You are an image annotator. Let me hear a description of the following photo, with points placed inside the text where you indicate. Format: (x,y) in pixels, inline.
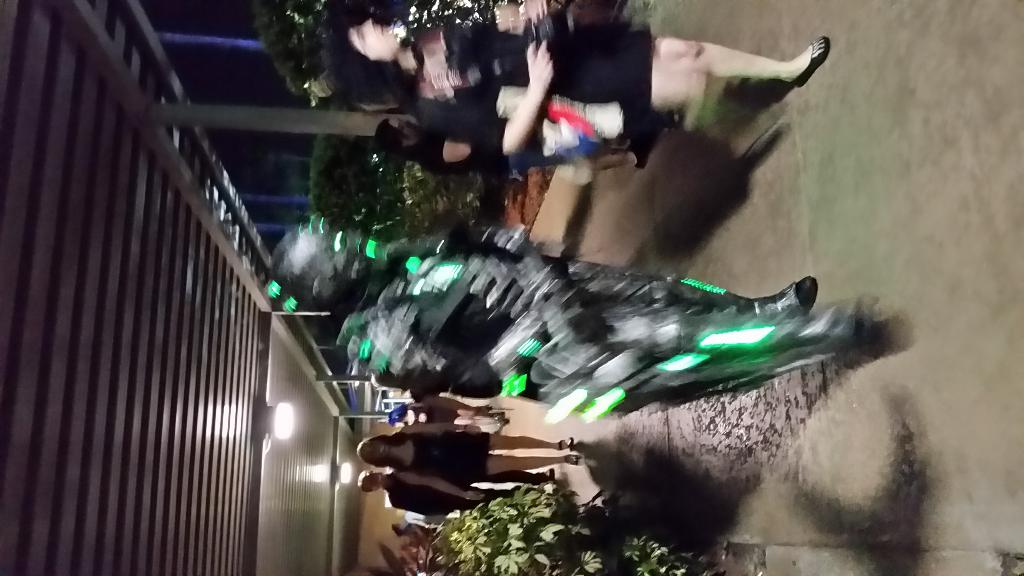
In this image, there are a few people (476,287). We can see the ground (611,470). We can see some plants (331,155). We can also see the shed (288,337) with some lights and poles (253,123).
